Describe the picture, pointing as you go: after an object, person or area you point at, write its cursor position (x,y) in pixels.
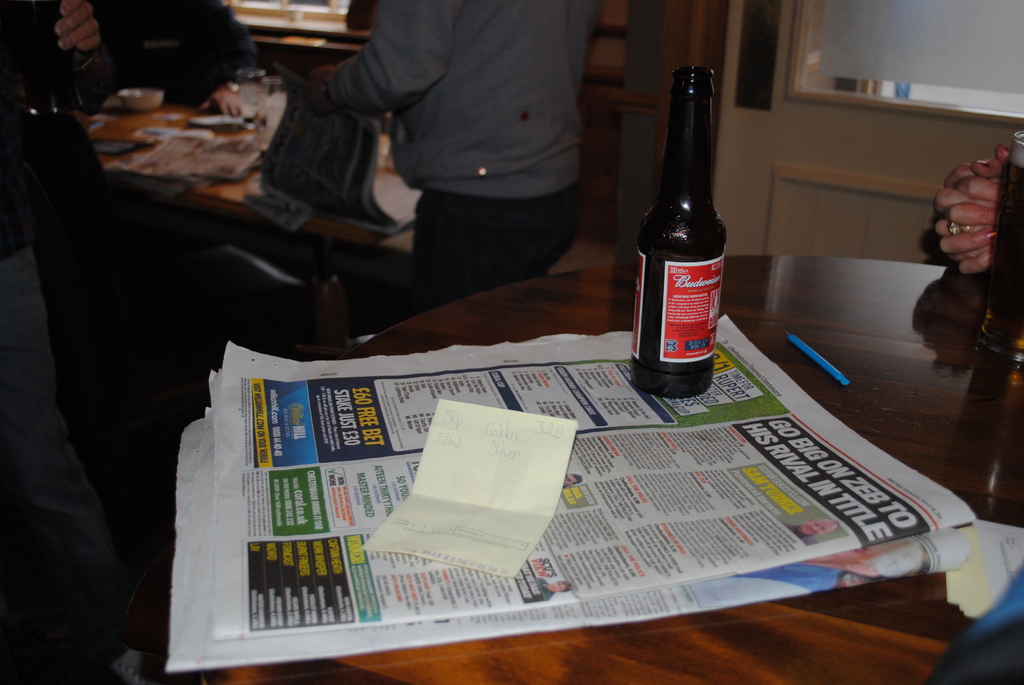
In this image I can see a bottle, papers (725,547) on the table (854,605). In the background (487,146) I can see the person (477,104) standing and I can see few objects (152,94) on the table (215,197).
